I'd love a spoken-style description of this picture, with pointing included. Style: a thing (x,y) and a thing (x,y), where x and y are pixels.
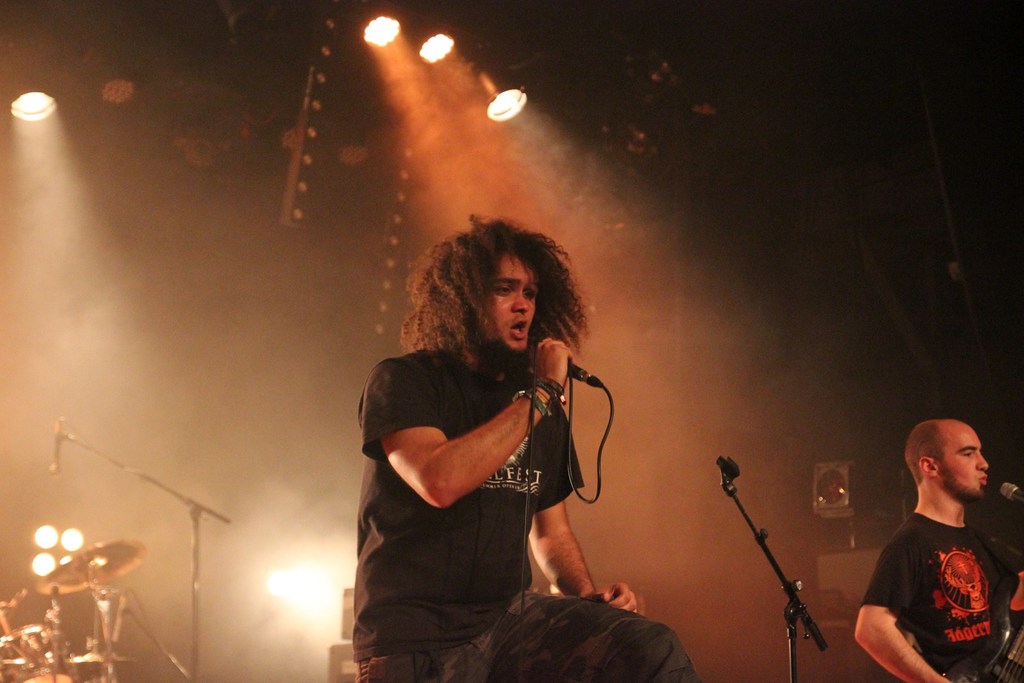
There is a man (465,435) in this picture holding a mic (580,373) in his hand (551,368) and singing. In front of him there is a stand (725,490). In the background (95,565) there are some musical equipment (91,582) and some lights (379,34) with smoke (452,131) here.
